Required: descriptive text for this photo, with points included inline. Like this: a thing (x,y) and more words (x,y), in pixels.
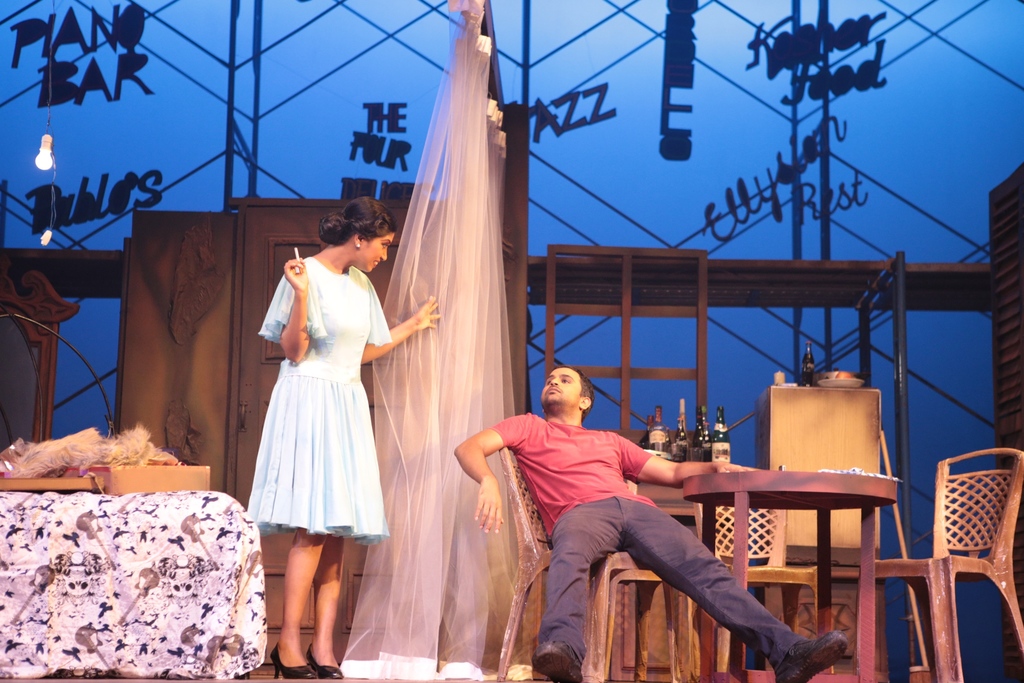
In the middle (569,446) there is a man (593,532) he is sitting on the chair (507,626) he wear red t shirt (565,509), trouser (558,574) and shoes (550,654). On the right (803,500) there is a table (799,497), in front of the table (796,501) there are three chairs (756,560). In the middle (455,285) there is a curtain (424,544). In the middle (345,357) there is a woman (321,424) she wear blue dress (311,468). In the background (700,442) there are some bottles (680,448), plate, light (48,155) and text (373,141).
